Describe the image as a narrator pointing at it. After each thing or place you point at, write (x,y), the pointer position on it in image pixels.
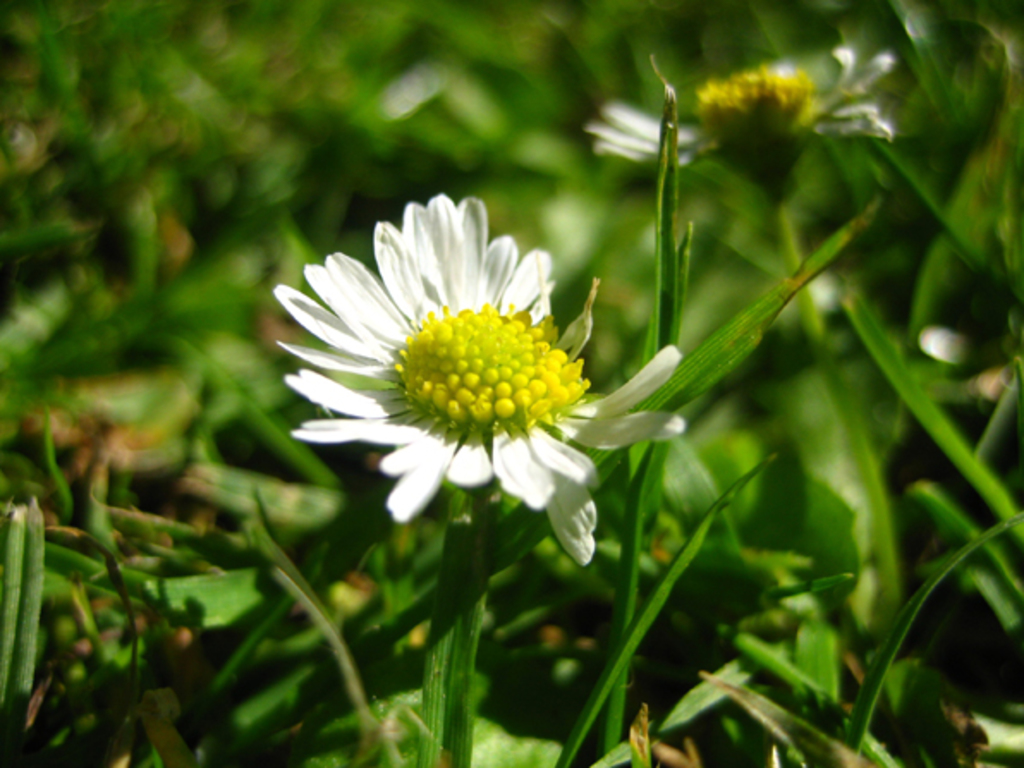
In this image there are flowers (749,153) and in the background (135,313) there are plants (369,123).
